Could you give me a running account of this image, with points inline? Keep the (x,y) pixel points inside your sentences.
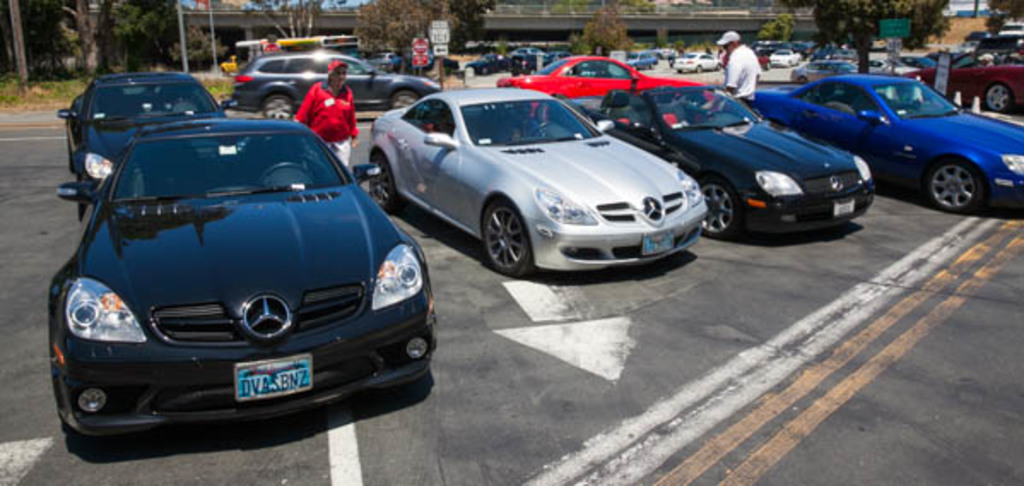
In this picture we can see many vehicles (405,364) on the road (40,306). We can see few people (746,53) and some sign boards (425,53) on the pole (441,69). We can see a bridge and few trees (200,65) are visible in the background (403,25).
